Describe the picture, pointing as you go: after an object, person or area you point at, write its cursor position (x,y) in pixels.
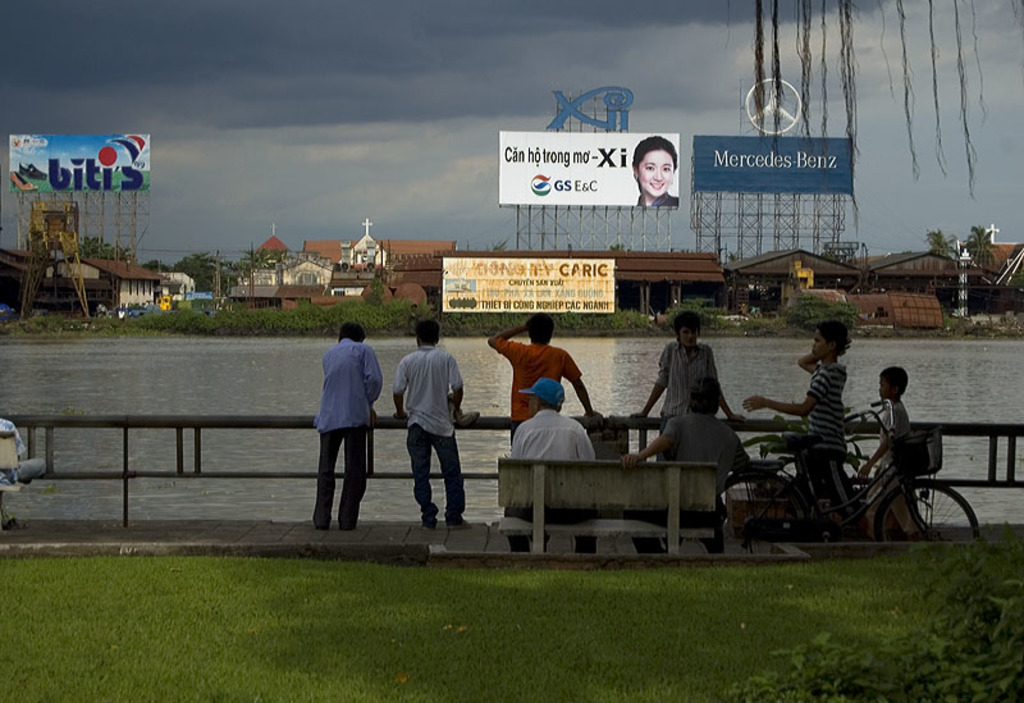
In this picture we can see a group of people (572,418) some are sitting on bench (588,498) and some are standing at fence (604,422) and in front (349,613) we can see grass (765,624), bicycle (770,504) and in background (681,289) we can see water (904,345), houses (400,279), hoarding (778,174), sky (269,52) with clouds (417,113).
